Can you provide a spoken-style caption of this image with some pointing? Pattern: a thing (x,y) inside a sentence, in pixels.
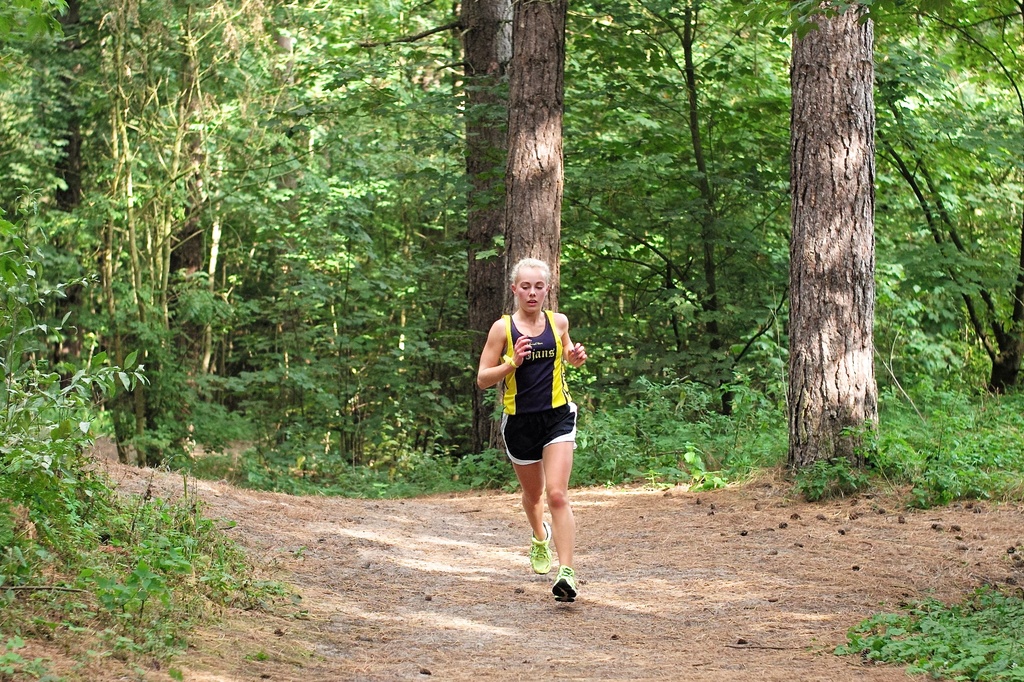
In this image, we can see a lady (515,340) wearing a T-shirt (558,388) and shorts (548,428). We can see the ground (313,615). We can see some plants (660,431), grass (216,551) and trees (365,234).
